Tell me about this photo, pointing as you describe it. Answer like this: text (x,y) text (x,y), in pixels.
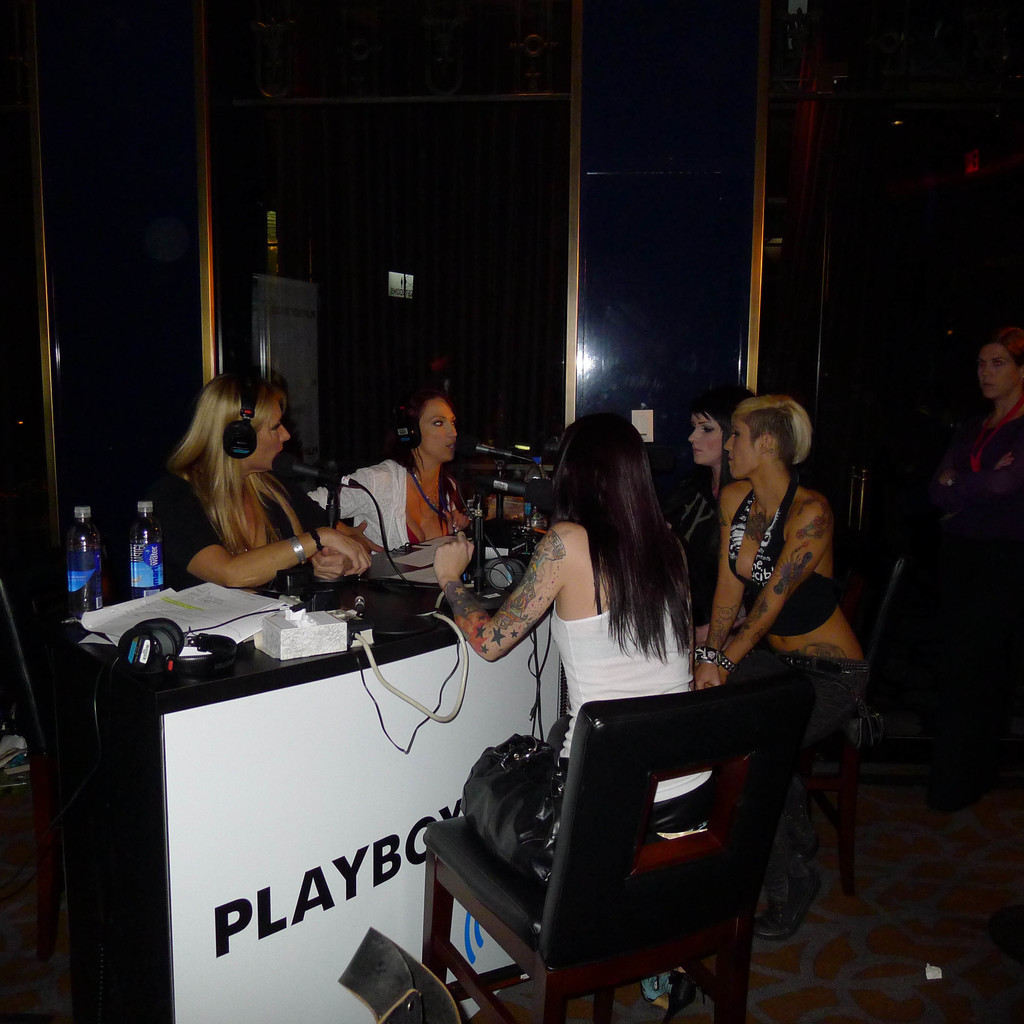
In this image I can see few women (206,444) are sitting on chairs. On this table (255,668) I can see few mics (277,455). In the background (945,563) I can see one more woman (961,779).
